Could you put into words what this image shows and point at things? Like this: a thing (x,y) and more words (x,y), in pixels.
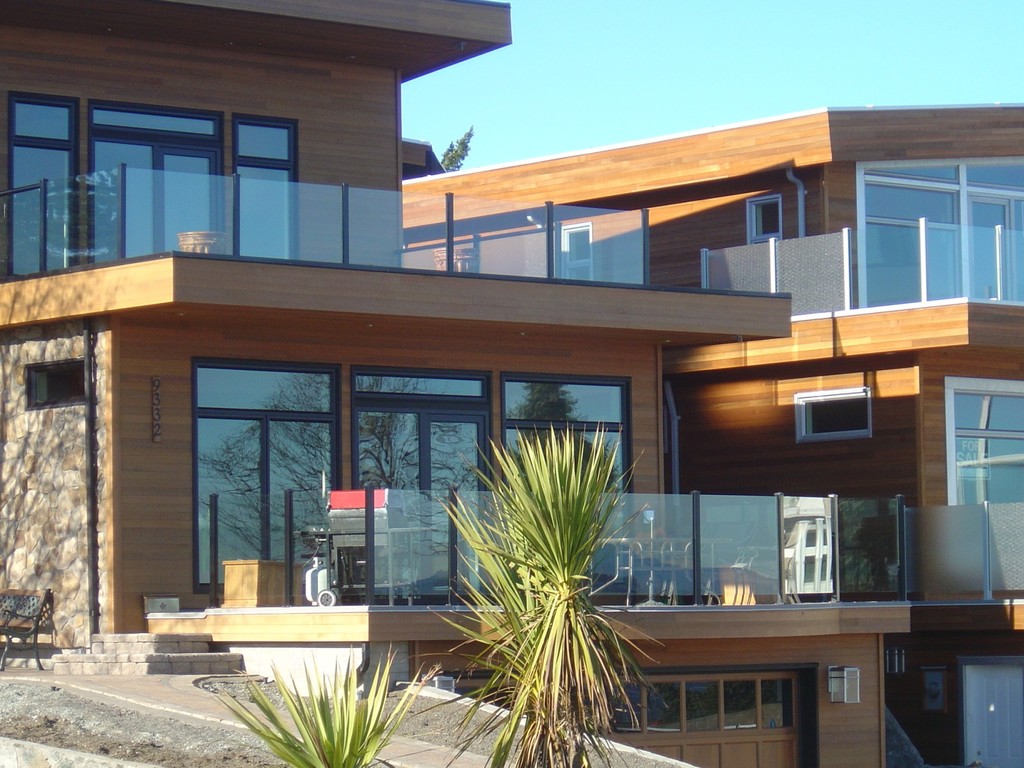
We can see plants (559,545), bench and building (46,448). In the background (478,144) we can see green leaves (447,167) and sky (437,127).
